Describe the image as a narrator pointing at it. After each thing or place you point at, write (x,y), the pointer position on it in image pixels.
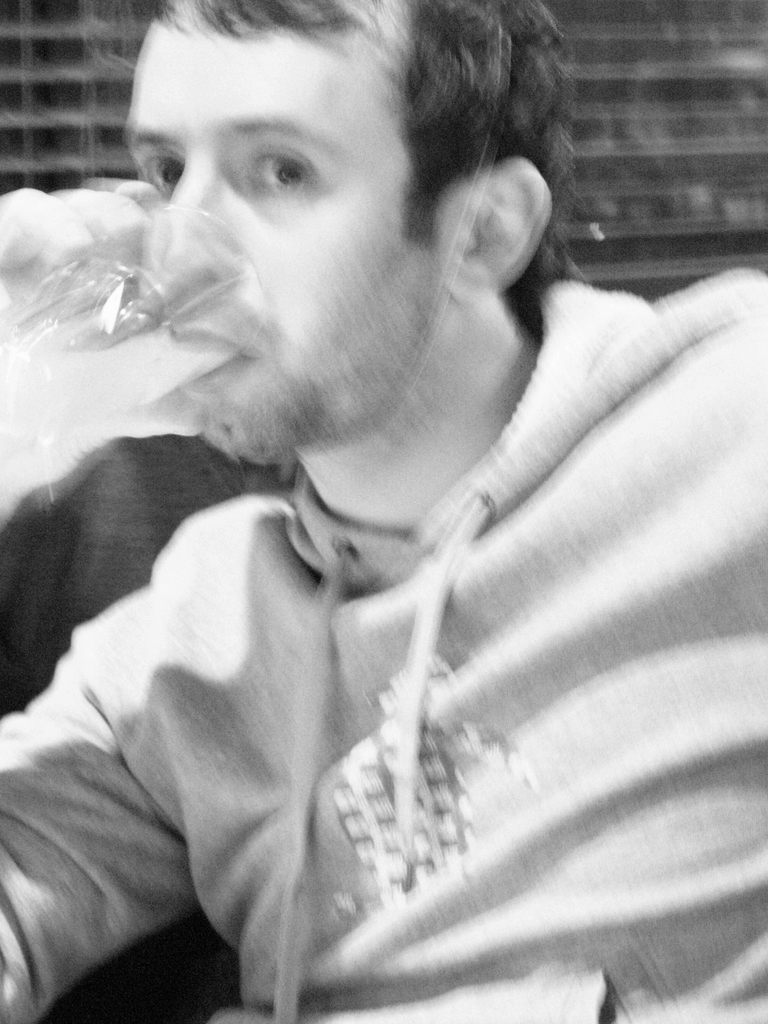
This is a black and white picture. Here we can see a man (381,616) wearing a jacket (636,454). He is holding a glass (99,394) and drinking.
